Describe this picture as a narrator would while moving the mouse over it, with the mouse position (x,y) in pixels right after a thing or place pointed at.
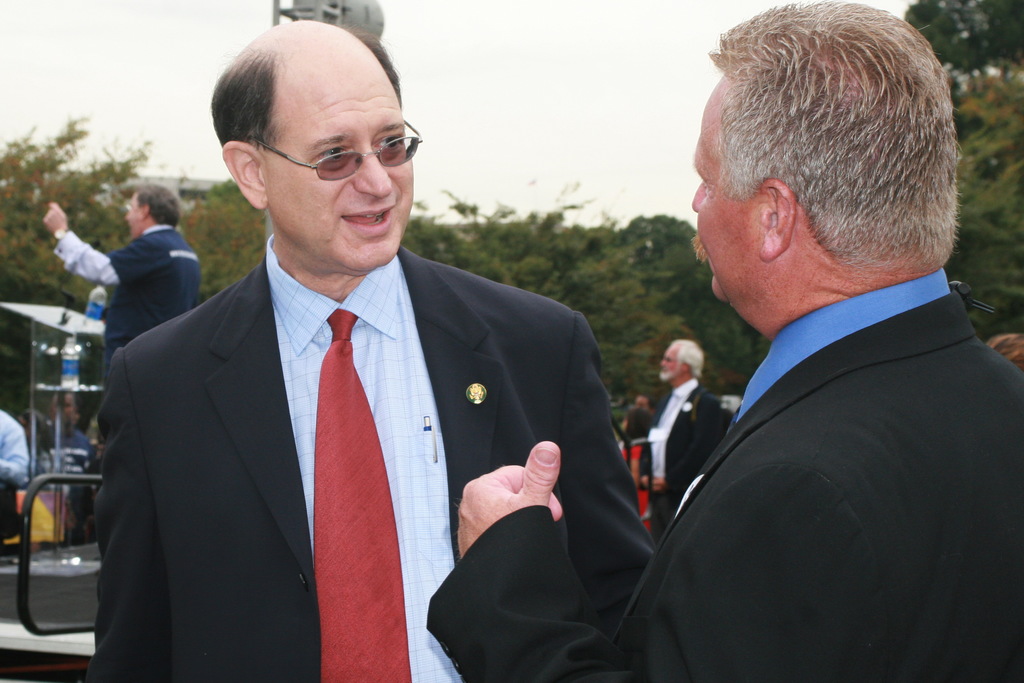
In this image there are people (480,457) standing, in the background (75,36) there are trees (237,270) and the sky (139,37).
